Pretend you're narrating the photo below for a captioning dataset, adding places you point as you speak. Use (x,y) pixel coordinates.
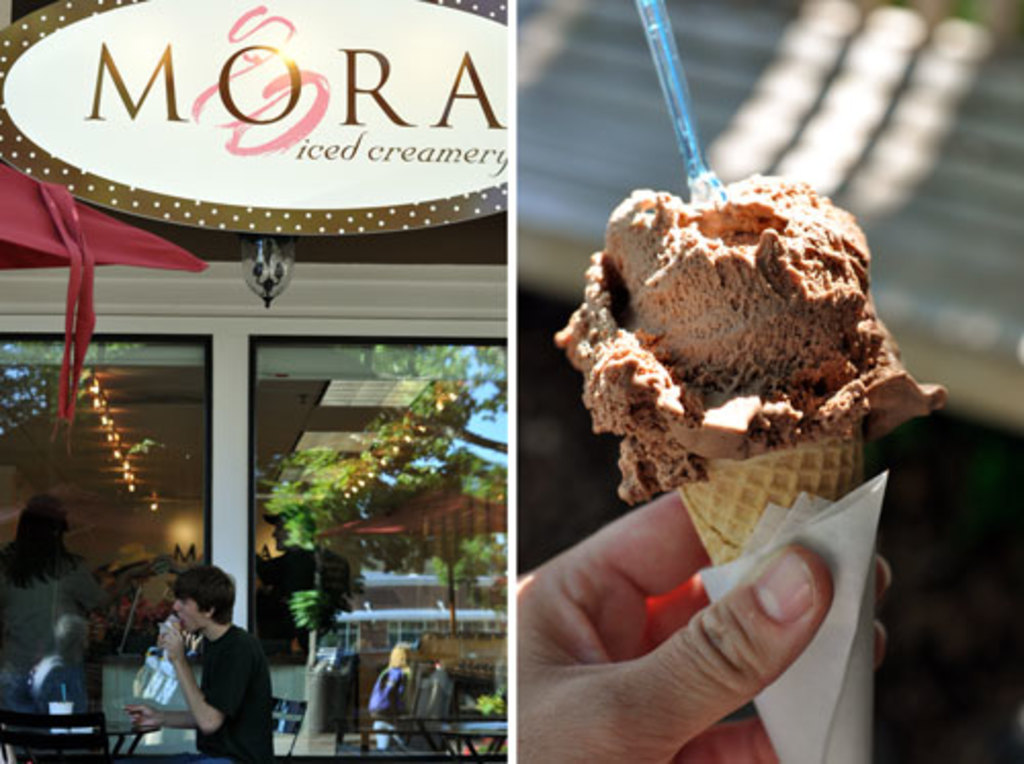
This is a collage picture. On the right side of the image (712,332) I can see an ice cream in a person's hand (696,565). On the left side (200,719) I can see people (213,672), tables (432,730), chairs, trees (388,466), the sky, a board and some other objects (268,453).
